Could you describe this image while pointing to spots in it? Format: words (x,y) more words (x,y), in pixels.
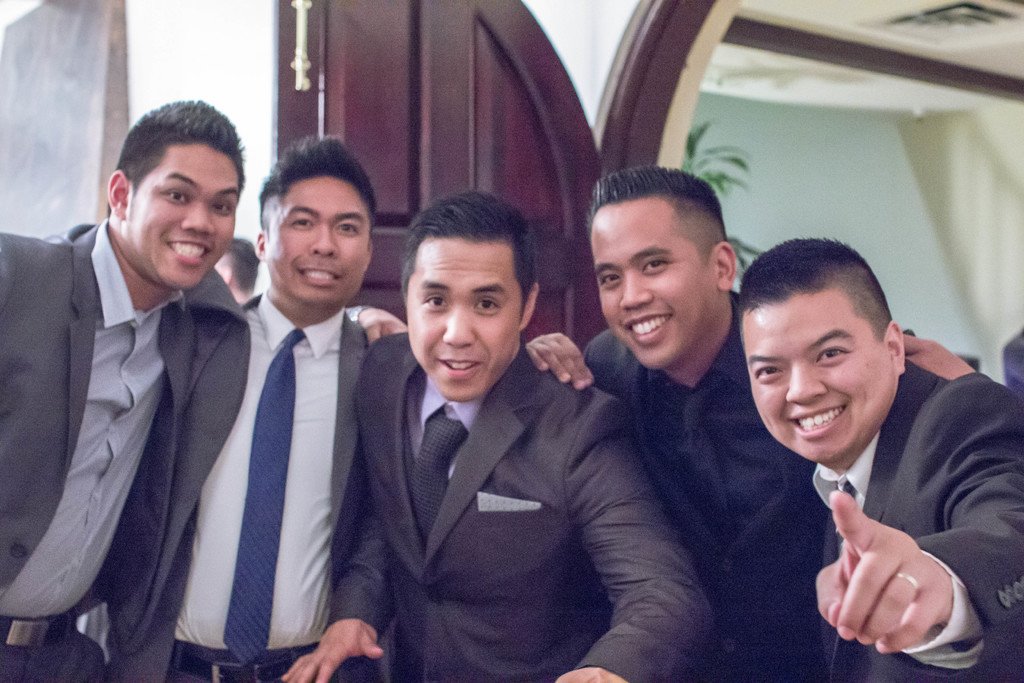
In this image we can see few men (382,408) are standing. In the background (393,232) there is a door (379,223), wall (133,2), plant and objects (980,17) on the ceiling (830,24).
